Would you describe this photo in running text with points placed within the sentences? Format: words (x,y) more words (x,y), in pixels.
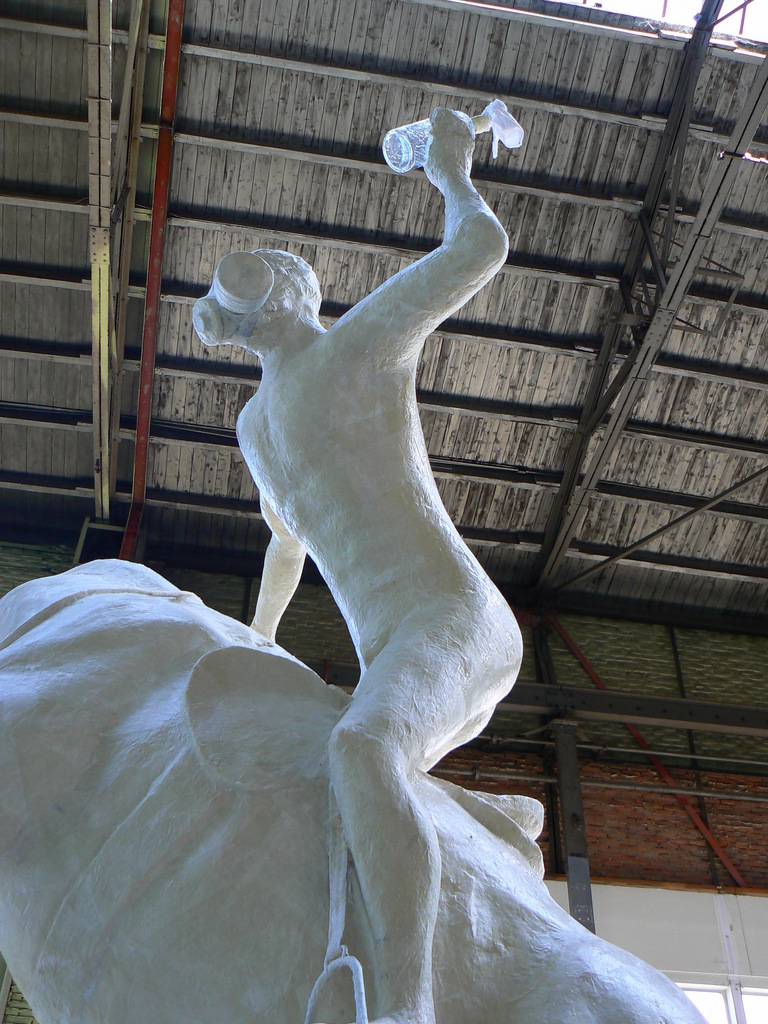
In the center of the image (373,459) we can see a statue (171,797). In the background (545,368) there is a shed (534,568).
